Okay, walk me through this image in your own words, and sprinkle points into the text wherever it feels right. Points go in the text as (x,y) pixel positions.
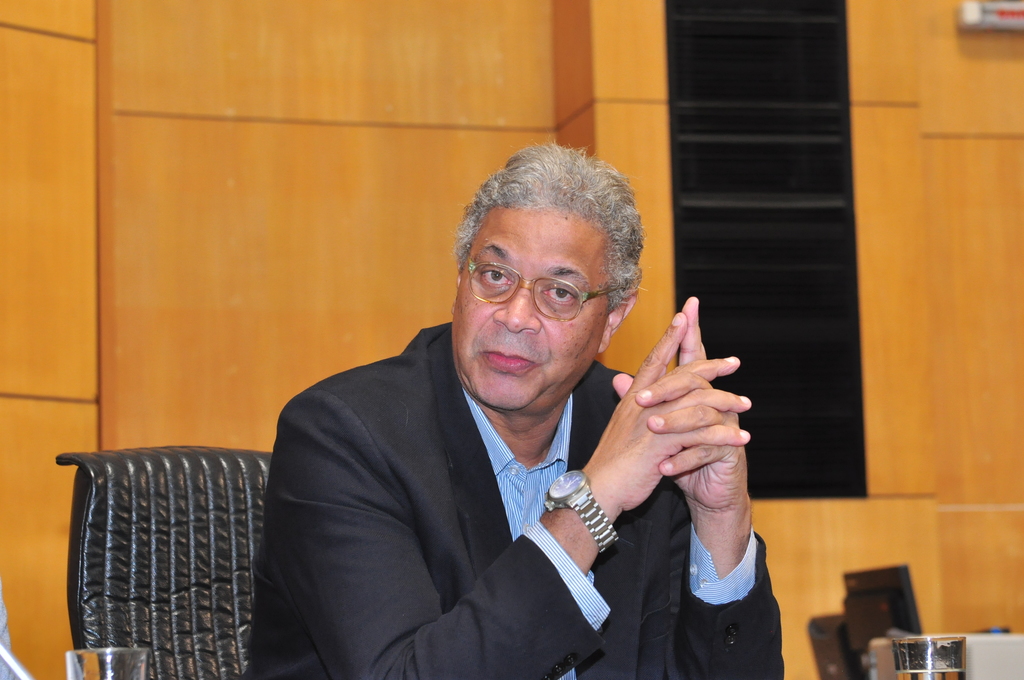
In this image, we can see an old person (521,530) is sitting on a chair (200,586) and watching. He wore glasses (541,299) and watch (600,521). At the bottom (76,673), we can see glasses (903,672) and few objects (835,646). Background (344,238) we can see wall (335,249). On the right side of the image (805,386), we can see black and white color objects (721,83).
